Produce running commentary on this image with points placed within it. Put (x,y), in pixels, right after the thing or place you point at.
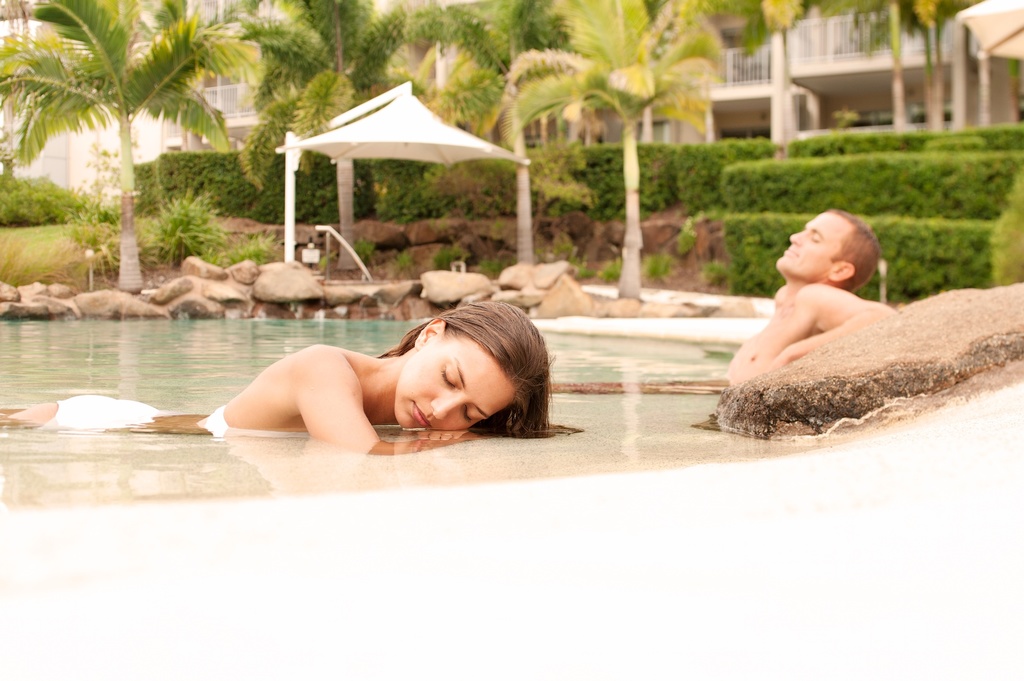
This picture is clicked outside. In the center (522,372) we can see a woman (414,339) and a man (762,340) in the water body (181,355) and we can see the rocks (543,284). In the background (428,122) we can see the plants (217,228), green grass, shrubs (76,201), tent (484,146), trees (437,111) and buildings (748,85).
